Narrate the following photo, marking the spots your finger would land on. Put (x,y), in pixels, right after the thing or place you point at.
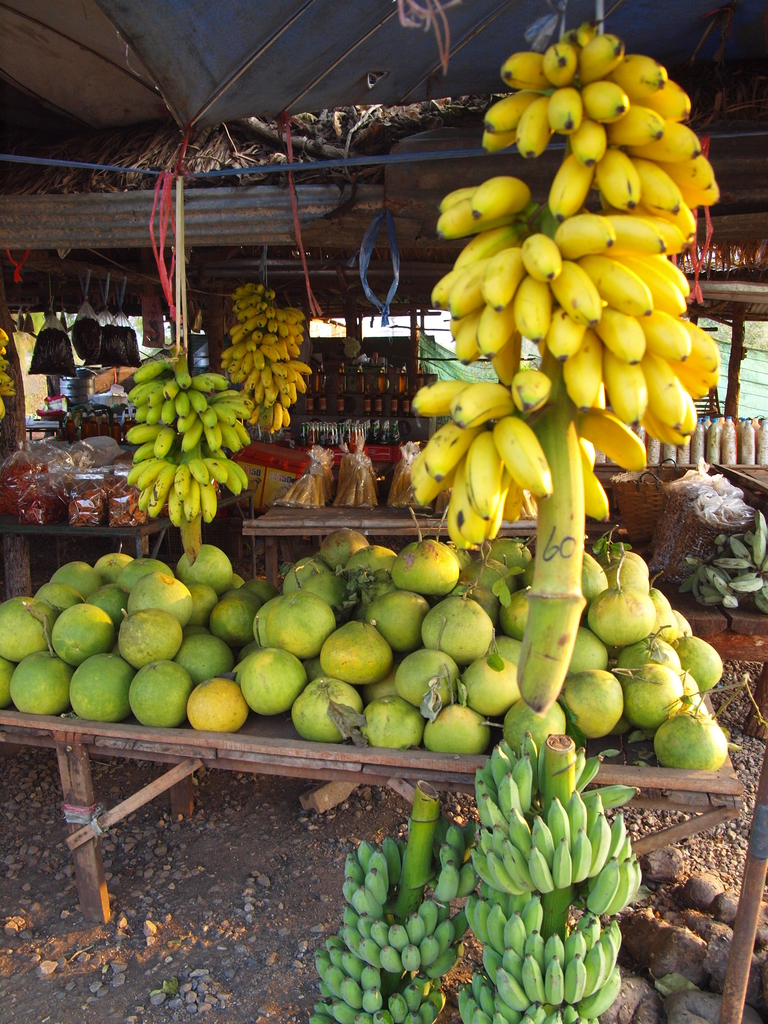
In this image I can see the fruits (472,409) which are in green and yellow color. I can see few fruits (346,669) are on the table (353,747). To the side I can see few more items (78,507) packed. These are in the shed (319,340).
